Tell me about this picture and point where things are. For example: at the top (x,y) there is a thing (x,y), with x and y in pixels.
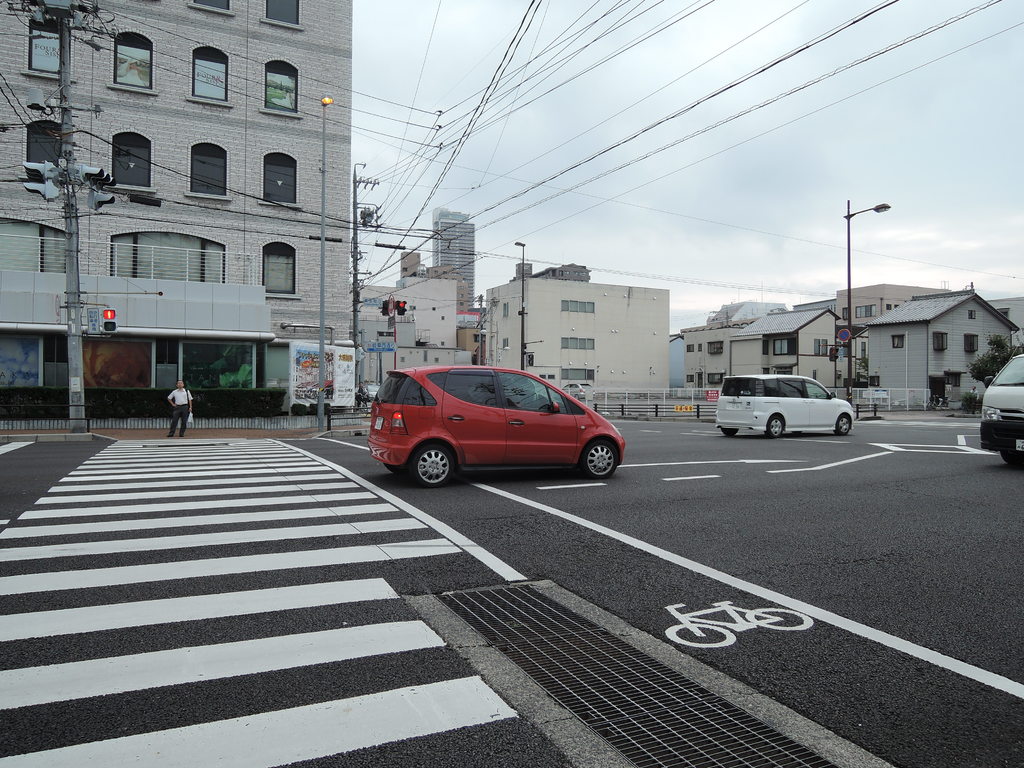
In this picture I can see buildings (950,378) and a pole (76,269) with traffic signal lights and few pole lights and few cars (417,419) moving on the road (452,522) and a man (180,385) standing on the sidewalk (190,430) and I can see a cloudy sky (688,174).
